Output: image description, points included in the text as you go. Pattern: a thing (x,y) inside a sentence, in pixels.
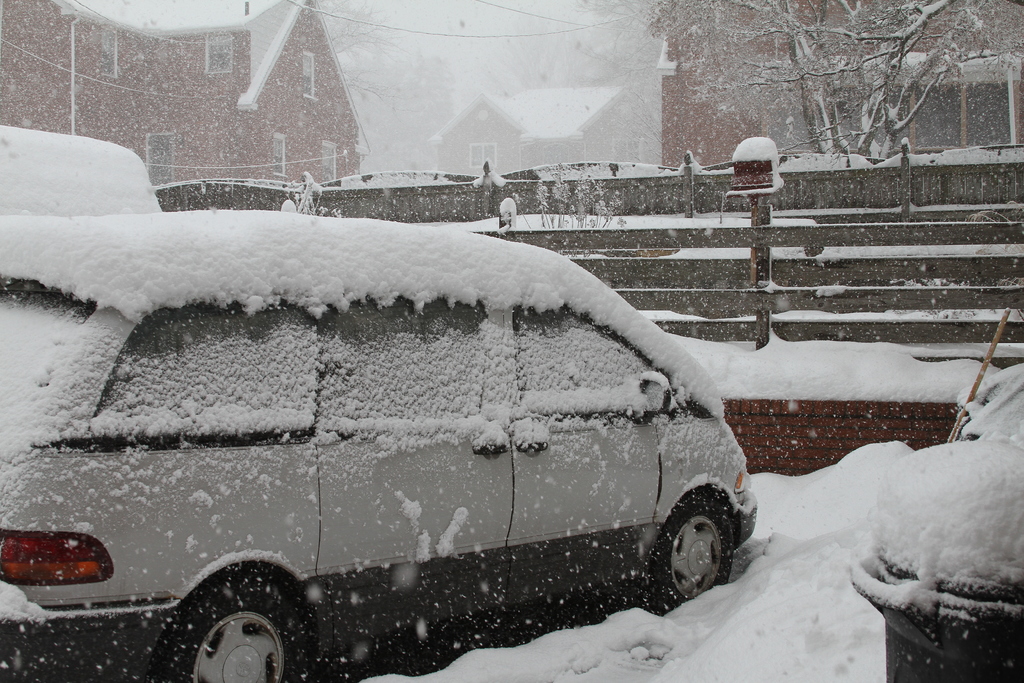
In this image we can see vehicles (467,339), fence (766,287) and other objects (933,412) covered with snow (535,273). In the background of the image (492,127) there are buildings (678,100) and trees (833,48) covered with snow (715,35).
